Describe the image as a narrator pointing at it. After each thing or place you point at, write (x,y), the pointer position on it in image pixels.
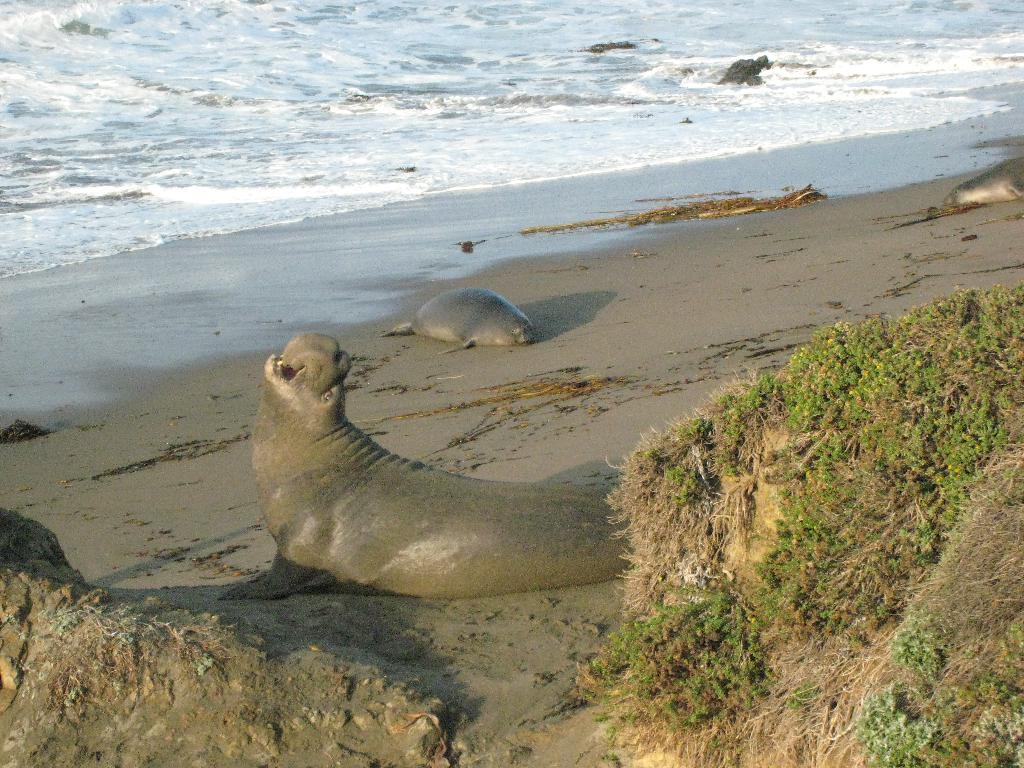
In this image there are few elephant seals (291,517) on the surface (470,421) of the sand (766,317). On the right side of the image (847,491) there is grass (750,617). In the background (515,94) there is an ocean (439,100).
